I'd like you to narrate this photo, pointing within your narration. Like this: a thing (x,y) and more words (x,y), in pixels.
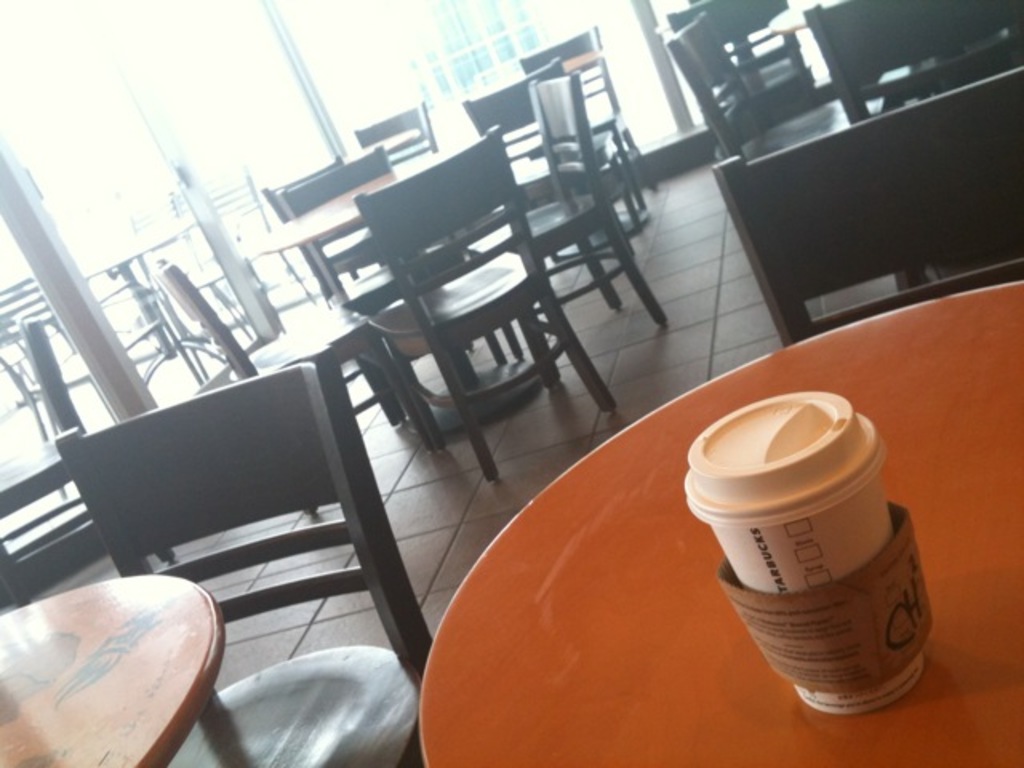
In this picture we can see some chairs (464,264) in between then there is a table (8,653) are been arranged on one table (705,687) we can see a cup (911,673). It looks like a coffee shop (435,281).
